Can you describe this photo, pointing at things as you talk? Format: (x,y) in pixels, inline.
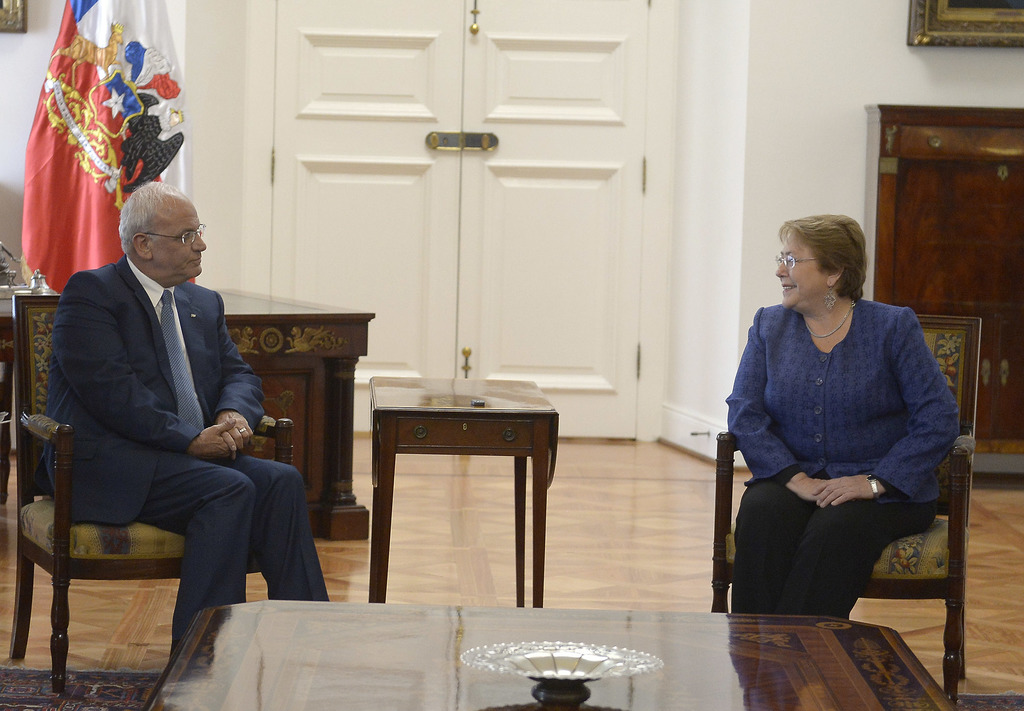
2 people (183,439) are sitting on the chair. in front of them there is a table (340,642). behind them there is a white door (518,161). at the left corner (115,98) there is a flag (109,122).
